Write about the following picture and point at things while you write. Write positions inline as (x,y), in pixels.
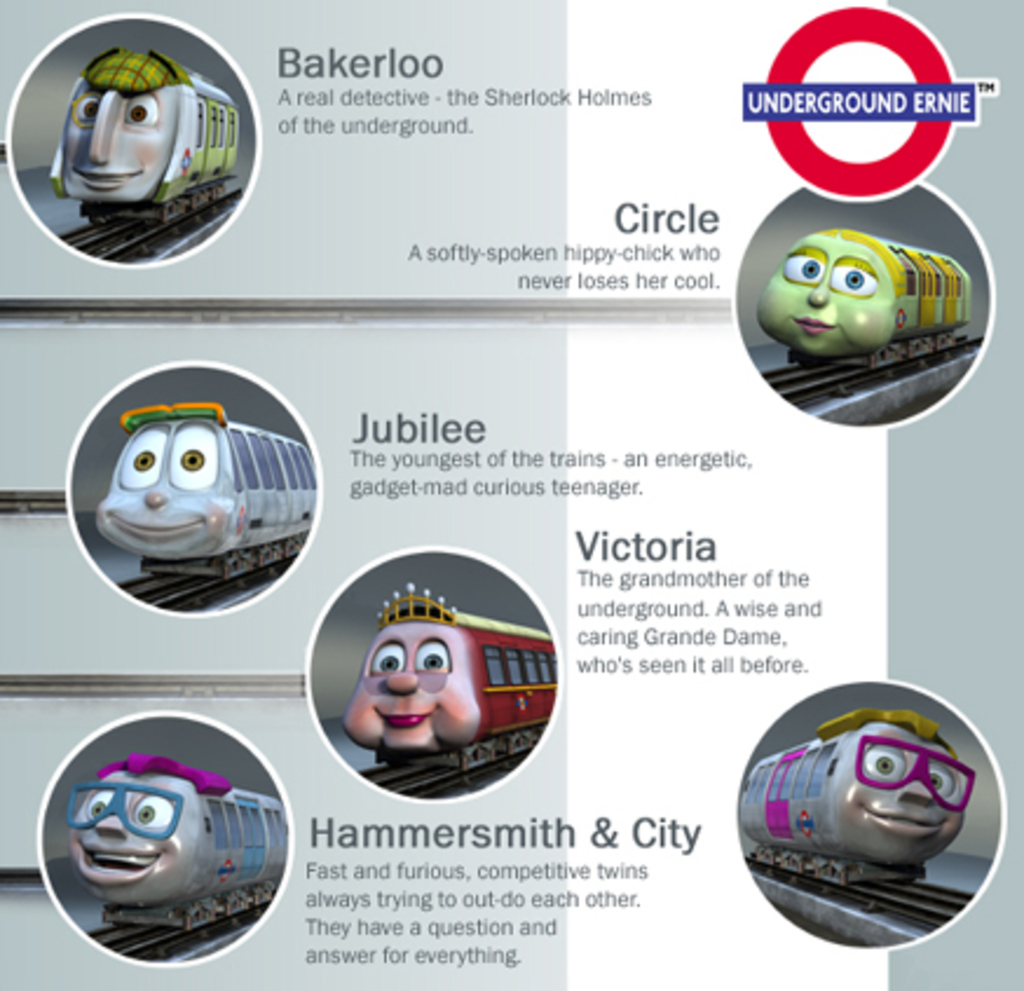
There is a poster (392,58) in which, there are cartoon images (101,798) and texts (482,825). These cartoon images (877,400) are having trains (123,122). The background of this poster (113,76) is gray in color.
